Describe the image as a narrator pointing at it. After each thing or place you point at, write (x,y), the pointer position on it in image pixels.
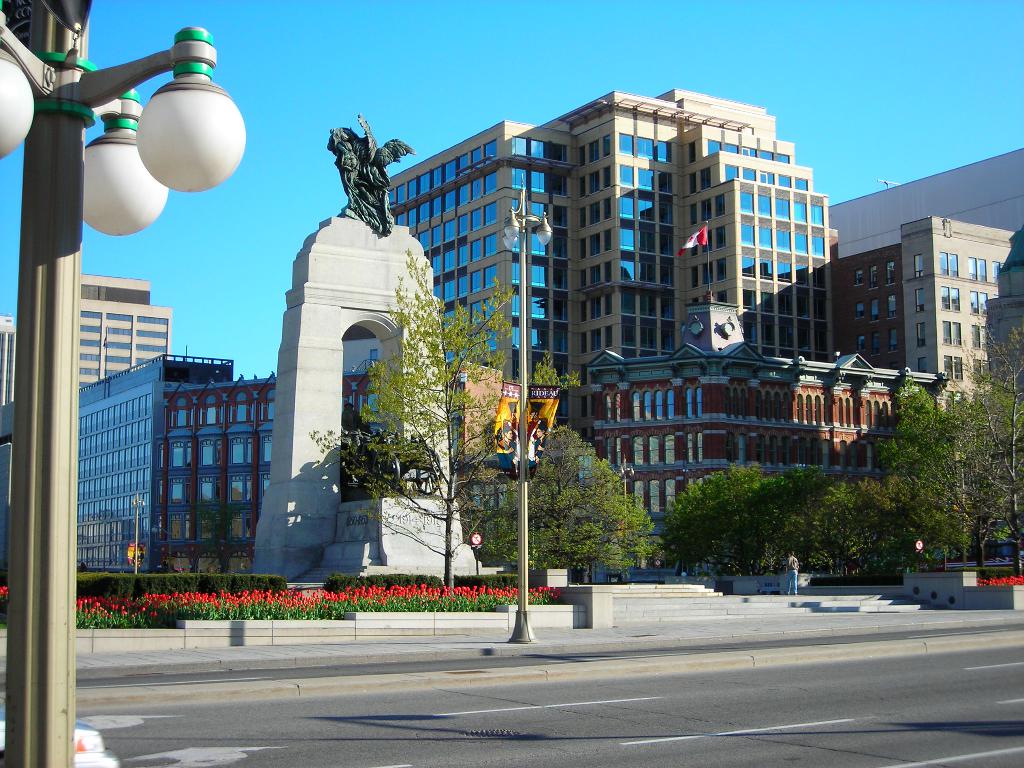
In the foreground of this image (153,168), on the left (118,208), there is a light pole (59,291). In the background (496,299), there is another light pole (525,495), banner (535,437), trees (936,537), stairs (629,605), flowers (429,594) to the plants (432,610), monument (394,510) on which a sculpture (375,179) is present, buildings (598,211), a flag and the sky (656,59). On the bottom (602,717), there is the road (665,721).
